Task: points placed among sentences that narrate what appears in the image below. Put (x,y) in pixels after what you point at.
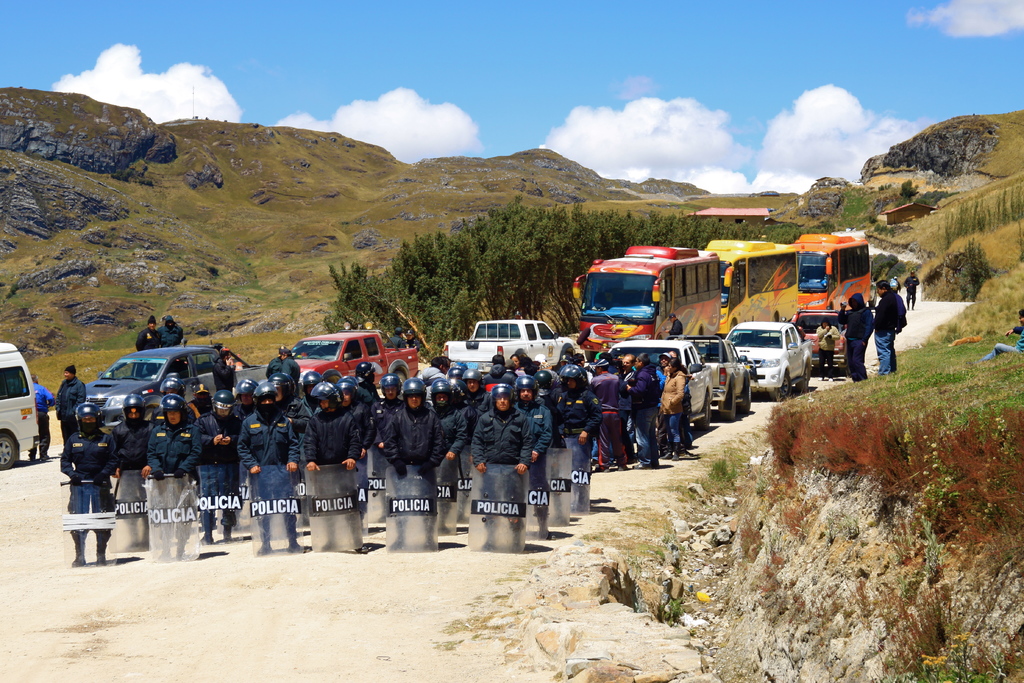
In this image, we can see a group of people (618,415). Few (366,381) are holding shields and wearing helmets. There are so many vehicles (29,406) are parked on the road (759,400). On the right side (830,415) and background (1001,262) we can see grass (114,226) and plants (994,539). Here we can see trees (510,233), mountains (52,211) and house (745,216). Top of the image (584,73), there is a cloudy sky (597,105).
